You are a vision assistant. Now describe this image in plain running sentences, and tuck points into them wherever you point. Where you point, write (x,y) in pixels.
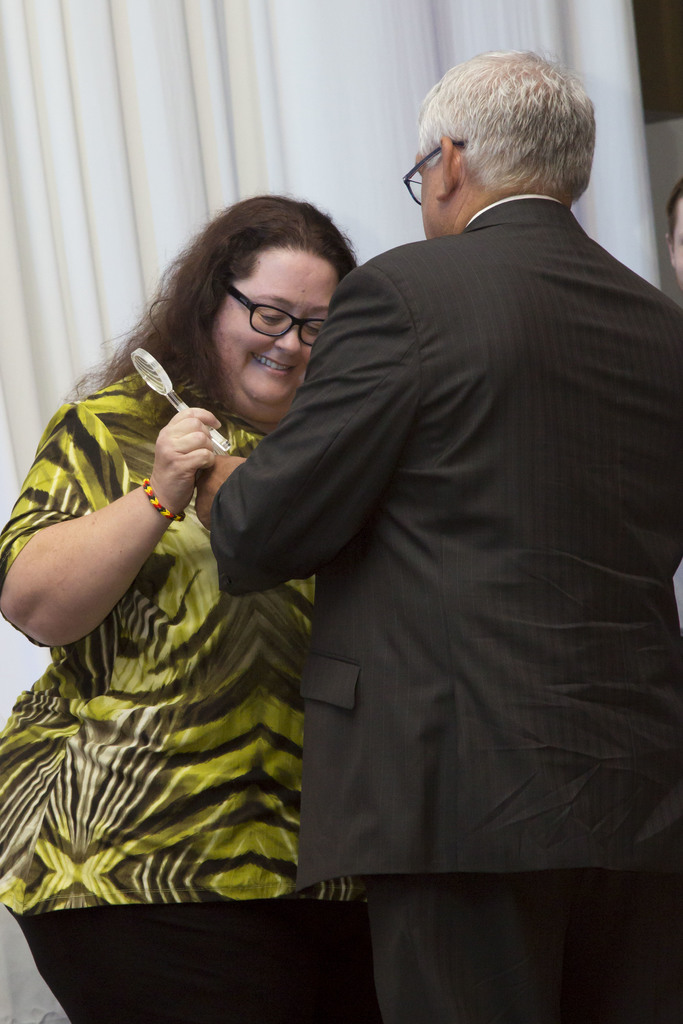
As we can see in the image there are two people (247,473) and white color curtain (84,236). The woman (209,892) over here is wearing green color dress (131,406).
